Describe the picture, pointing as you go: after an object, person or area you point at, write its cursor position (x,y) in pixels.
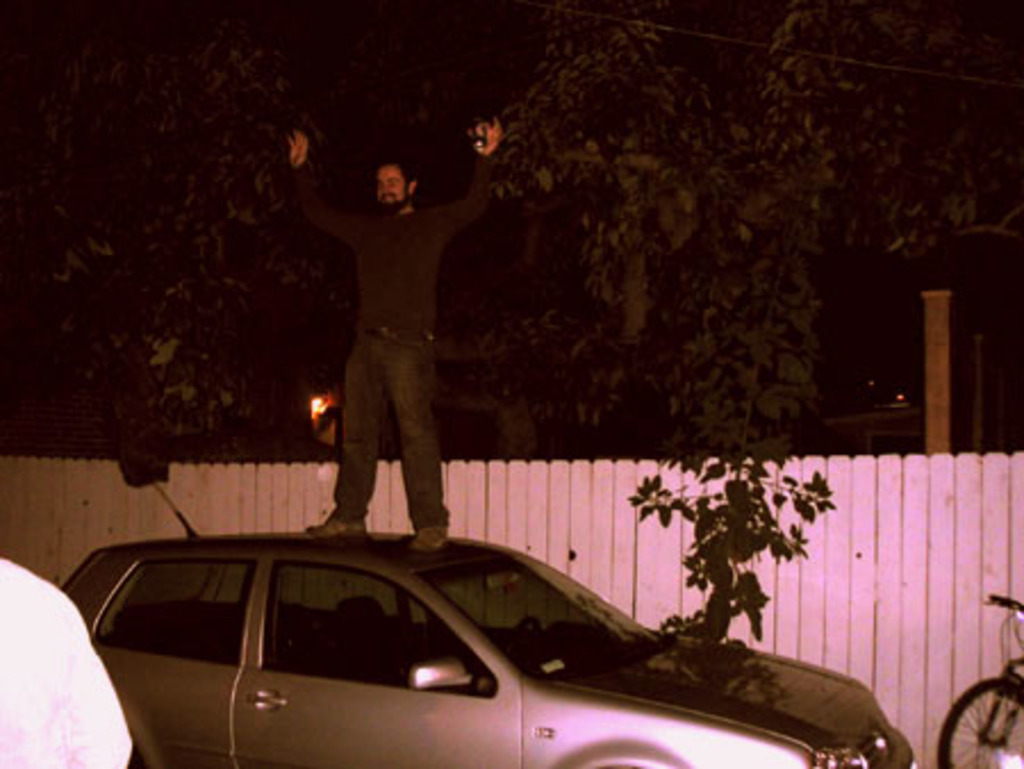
This is an image clicked in the dark. In the middle of the image (375,279) there is a man (371,324) standing on a car (364,696). Behind the car (494,658) there is a fencing (646,575) and a plant (734,587). In the bottom right-hand corner (990,706) there is a bicycle (974,686). In the bottom left-hand corner (34,706) there is a person (26,685) wearing white color dress (53,675). In the background (774,304) there are many trees (727,331) in the dark.
